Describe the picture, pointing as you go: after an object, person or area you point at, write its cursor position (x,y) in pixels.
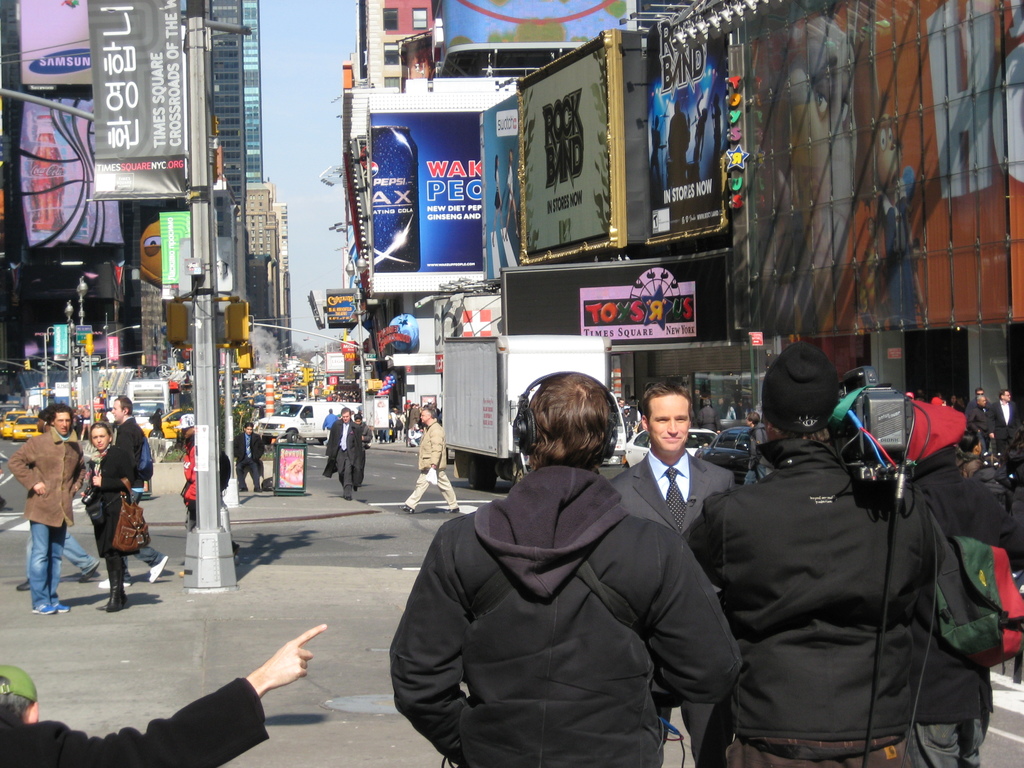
In this picture I can see the path (85,638) in front (230,604) on which there are number of people (542,511) and in the middle of this picture (452,452) I see the road (9,476) on which there are number of vehicles (473,399) and I see the poles (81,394) and I see number of buildings (252,85) on which there boards (458,187), on which there are pictures (557,78) of few things (387,144) and few things (121,132) written and in the background (333,152) I see the sky (286,80).
